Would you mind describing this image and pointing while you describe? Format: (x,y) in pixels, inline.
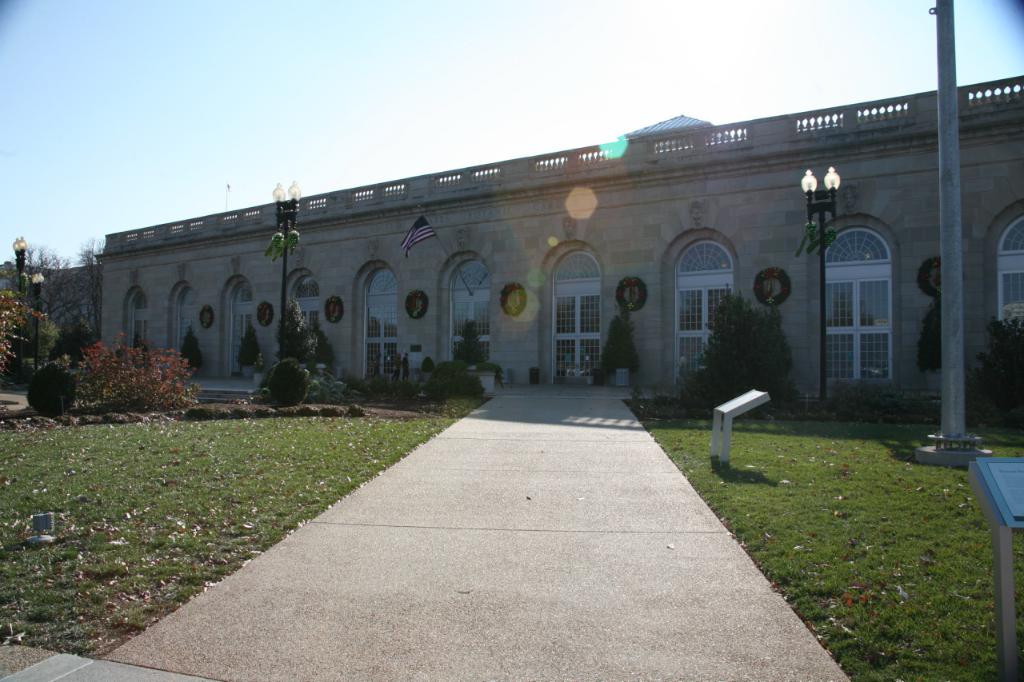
In the middle of this image (446,334) there is a building (668,268). At the bottom (551,540) there is a driveway (557,430). On both sides of it I can see the grass (203,472). On the right side (960,172) there is a pole (953,355) and a table (1002,527). On the left side (47,358) there are few plants (2,310) and light poles (23,265). In front of this building (546,309) there are few plants (706,358). At the top of the image (232,53) I can see the sky (141,70).
